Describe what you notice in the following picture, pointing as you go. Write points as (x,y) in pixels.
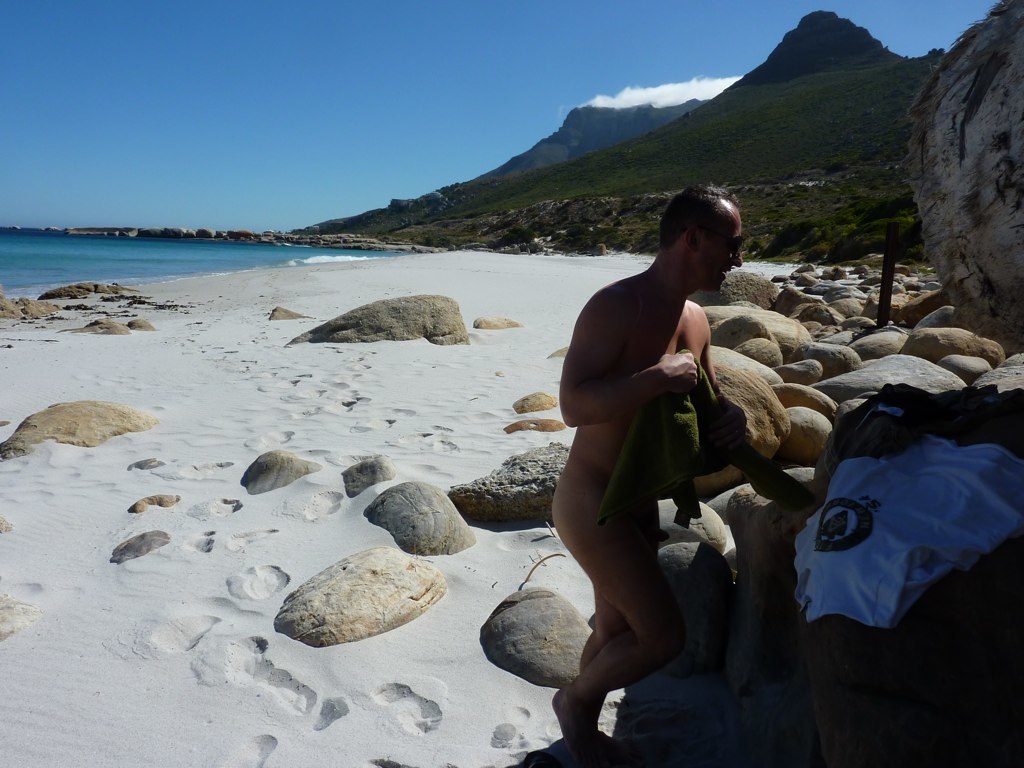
There is a man (589,436) holding something in the hand (681,358). There are rocks (846,317) and sand (267,272). In the background (294,232) there is water (200,257), hills (523,178) and sky (624,104).
